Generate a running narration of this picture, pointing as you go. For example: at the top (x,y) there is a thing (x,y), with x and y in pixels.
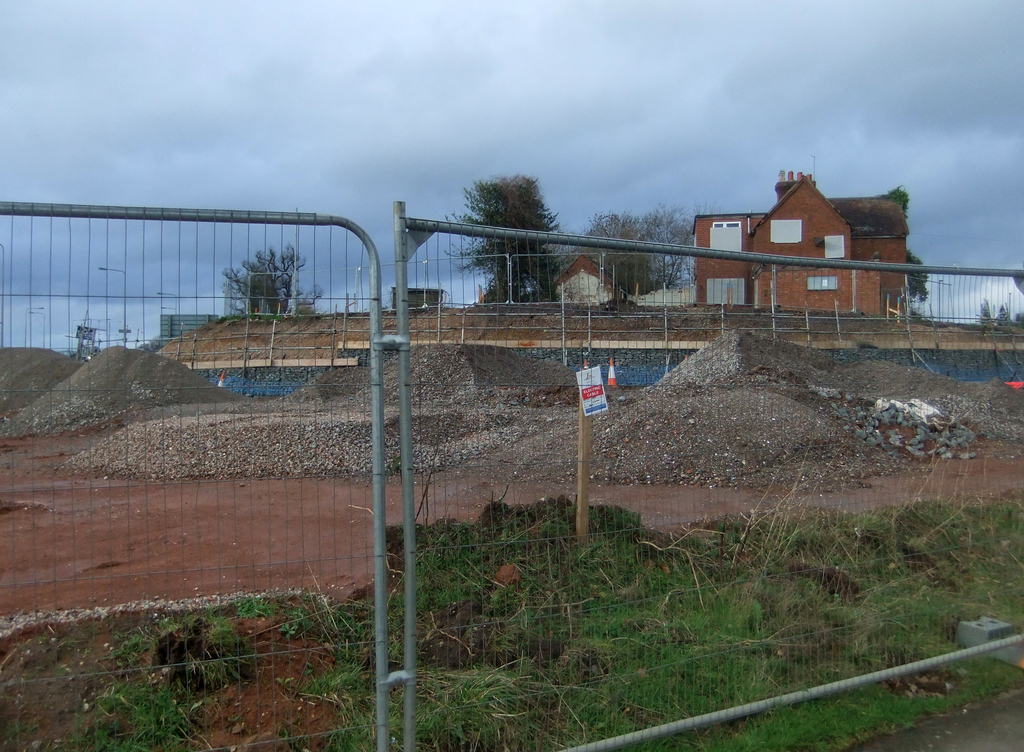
These look like the barricades (896,674). I can see the grass (697,654). This looks like a wood (581,524), which is attached to the pole (579,499). I think this is a house (823,245). These are the trees (521,219). This is the sky (61,346). I can see the rocks (922,445) on the ground (872,506).
